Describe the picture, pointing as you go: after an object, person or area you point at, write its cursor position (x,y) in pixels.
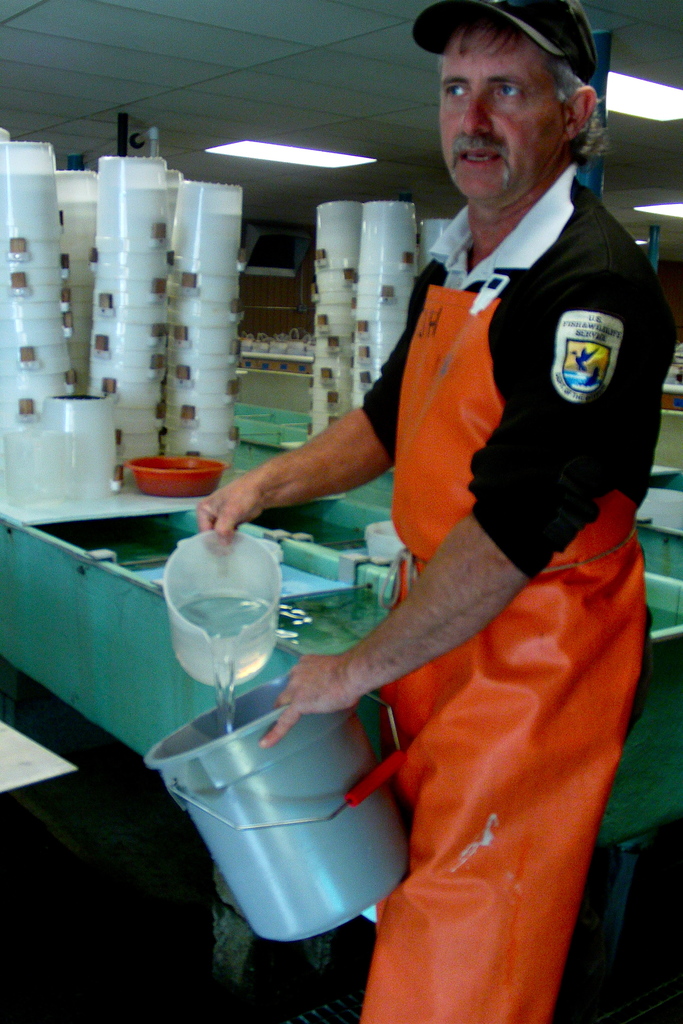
On the center of the image (417,499) there is a person (488,660) standing and holding a bucket (288,736) and mug (223,642). In the background (323,264) we can see mugs (211,285), water (325,608), container (323,545), light (302,149) and wall (252,281).
